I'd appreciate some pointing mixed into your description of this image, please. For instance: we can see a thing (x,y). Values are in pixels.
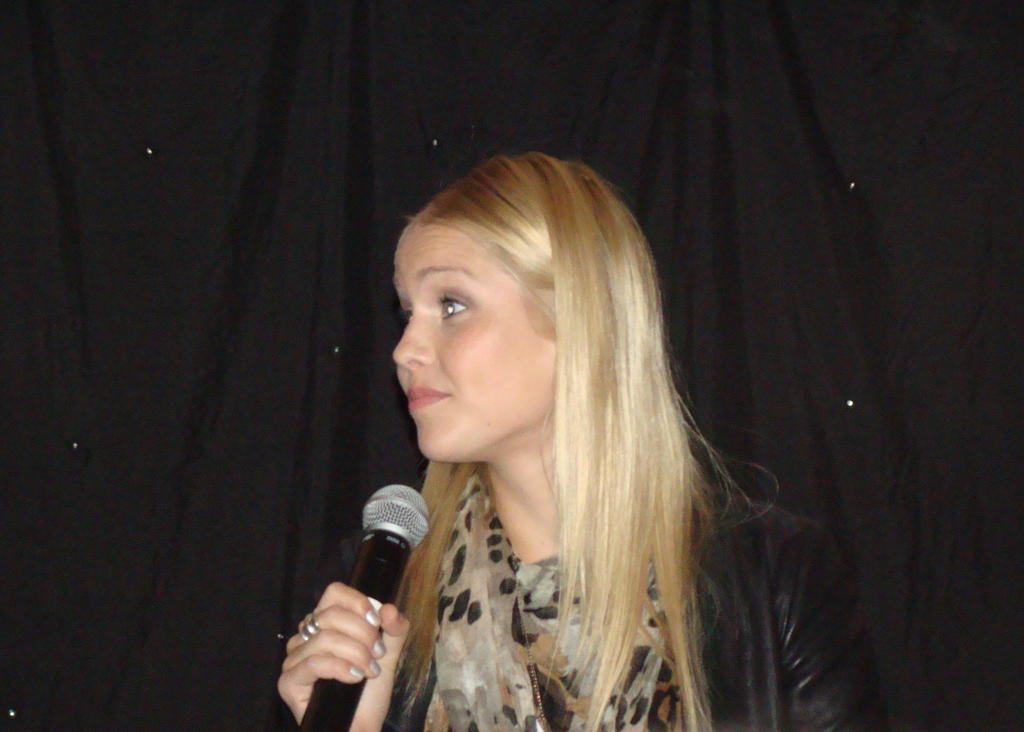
In this image i can see a woman (521,603) wearing a black color jacket (721,635) and she holding a mike (392,562) on her hand (344,651) and back ground (104,485) i can see a black color curtain (93,476).
